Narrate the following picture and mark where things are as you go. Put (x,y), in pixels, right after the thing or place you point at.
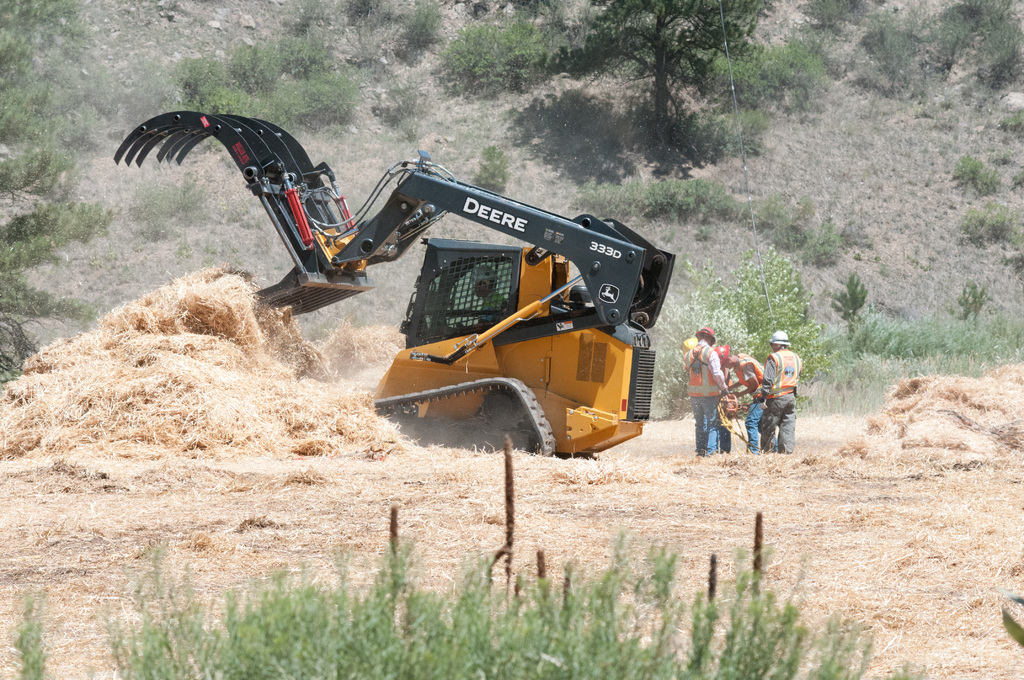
In the center of the image (481,326), we can see a bulldozer (437,340) and there are some people (729,382) wearing uniforms (709,360) and helmets (725,353) and are holding an object (728,414) and there is dry grass (212,387). In the background (343,103), there are hills (135,63) and we can see trees (700,45) and plants (780,276). At the bottom (476,536), there is ground (564,507).
